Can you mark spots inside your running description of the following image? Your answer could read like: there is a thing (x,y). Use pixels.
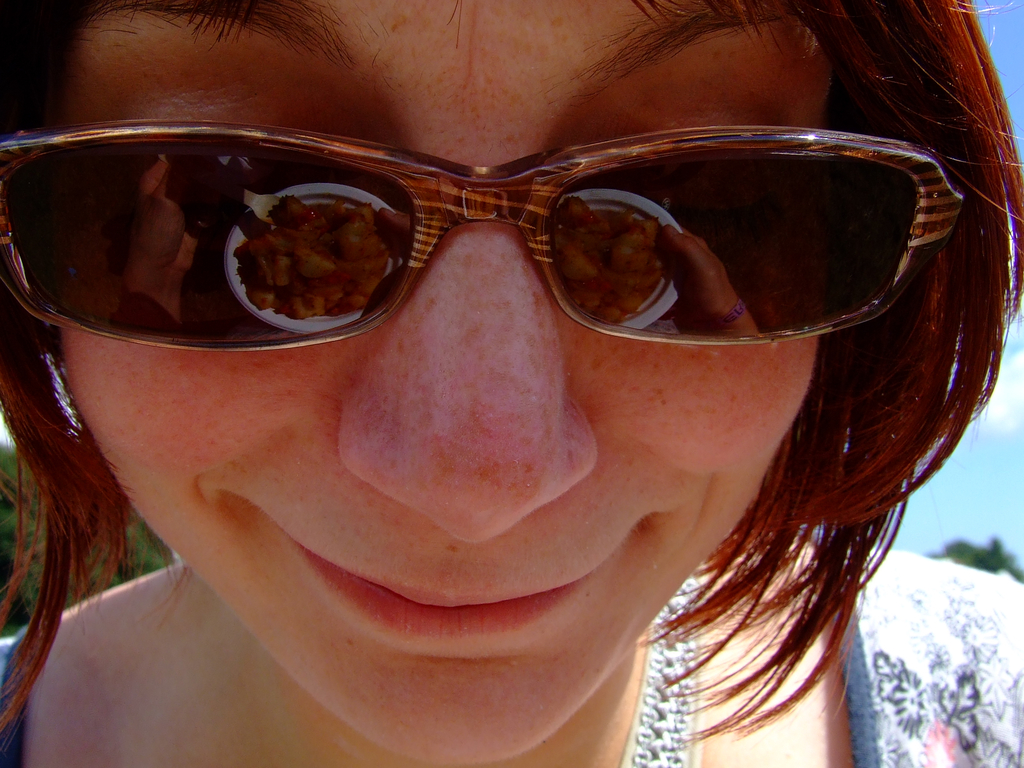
In this image there is a person (772,50) with spectacles (169,249) is smiling, there is a reflection (272,294) of a food (277,277) and a fork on the plate (245,244), and in the background (988,566) there is tree (970,551), sky (1010,508).
